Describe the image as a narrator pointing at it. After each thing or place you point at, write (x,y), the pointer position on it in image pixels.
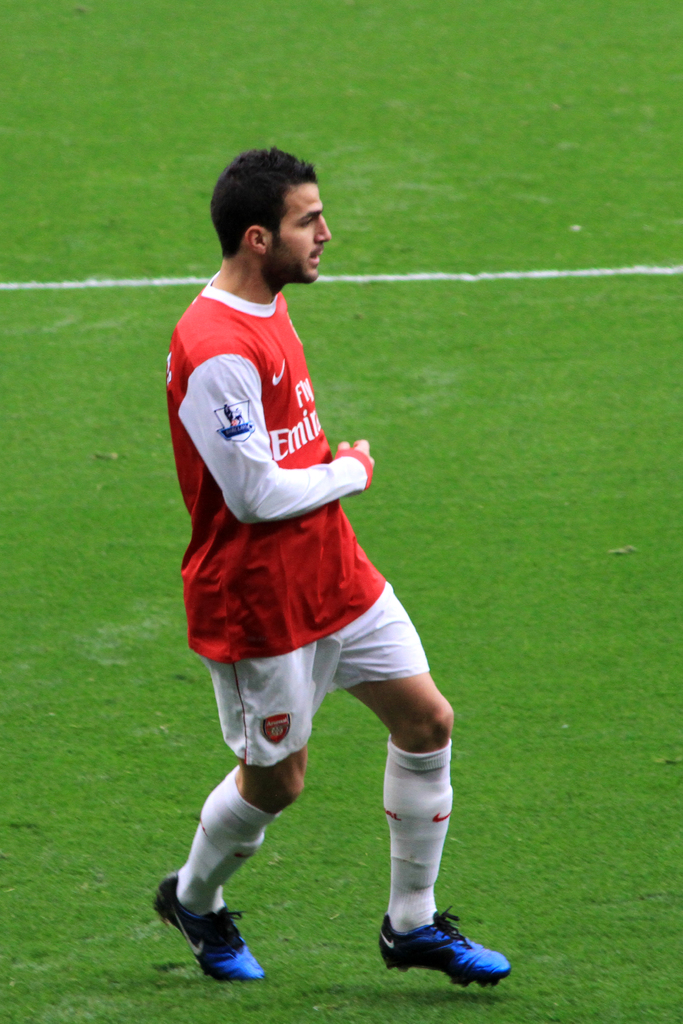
In the image there is a player (308,266) on the ground (77,685).
